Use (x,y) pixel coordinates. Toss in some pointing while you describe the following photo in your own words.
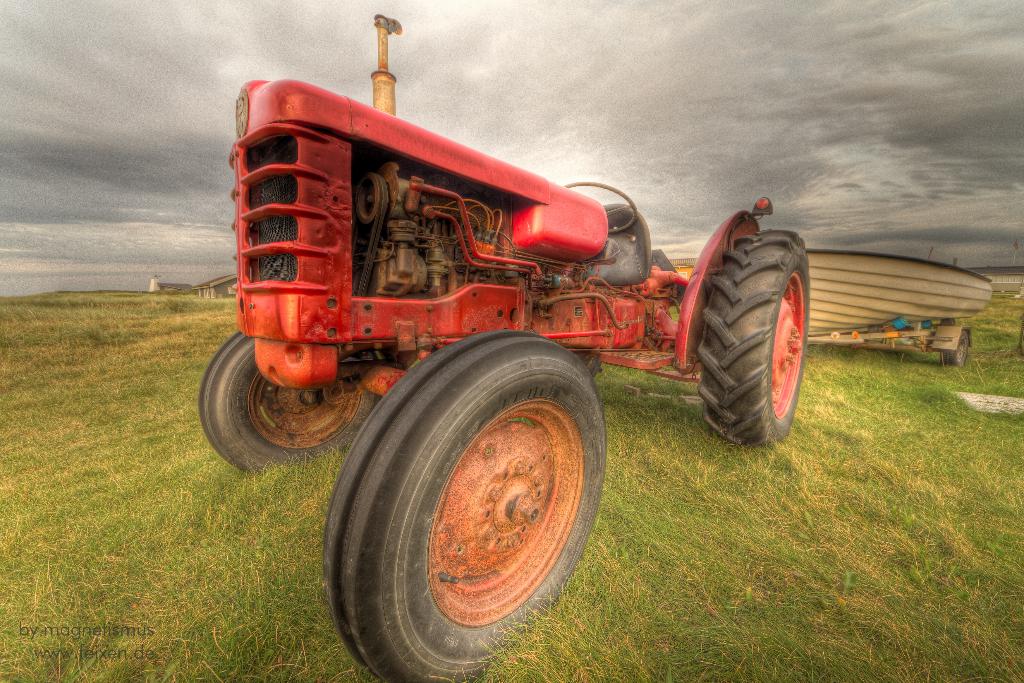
There is a tractor (469,395) parked on the grass (697,531) and there is a boat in a distance, in the background (632,41) there is a sky (562,76).
